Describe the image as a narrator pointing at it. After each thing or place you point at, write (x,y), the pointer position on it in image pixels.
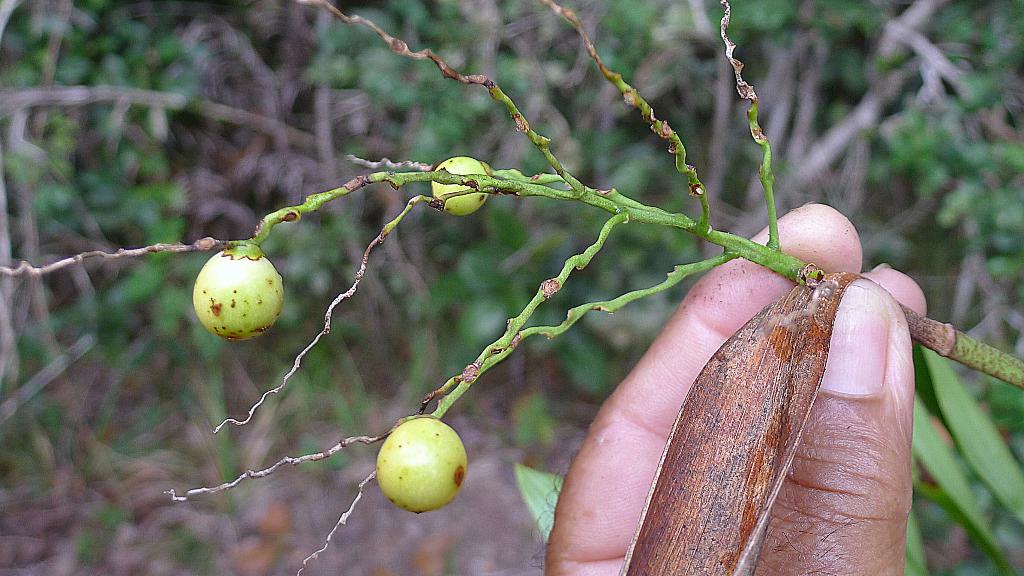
A human (851,526) is holding the stem (738,254) of a plant (713,266).
